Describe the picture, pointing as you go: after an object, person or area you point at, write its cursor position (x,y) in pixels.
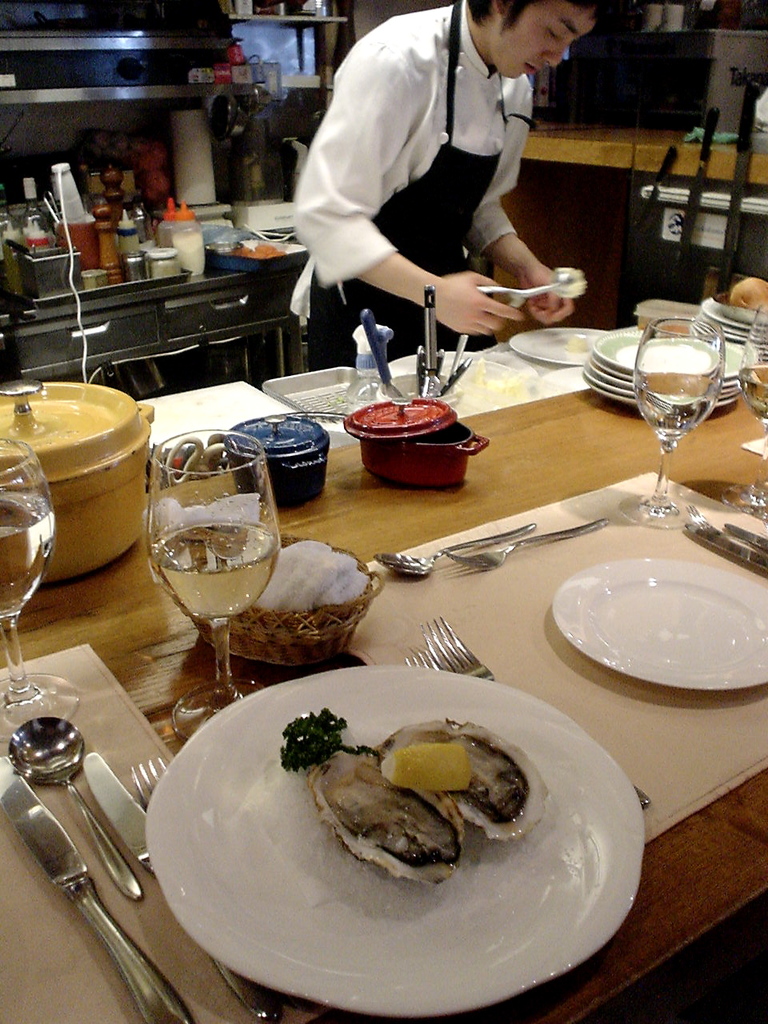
This image is clicked in kitchen (34,280) where there is a man (478,107) on the top (383,208), he is wearing apron (421,185) and white color shirt (369,166). Behind him there are so many sauce bottles (201,254) and cupboards (200,354). in the middle (482,489) there is a table (472,464) on which there are bowls (408,462), glasses (252,598), knives (15,818), spoons (116,853), forks (149,784), plates (176,801), eatables (435,747).
